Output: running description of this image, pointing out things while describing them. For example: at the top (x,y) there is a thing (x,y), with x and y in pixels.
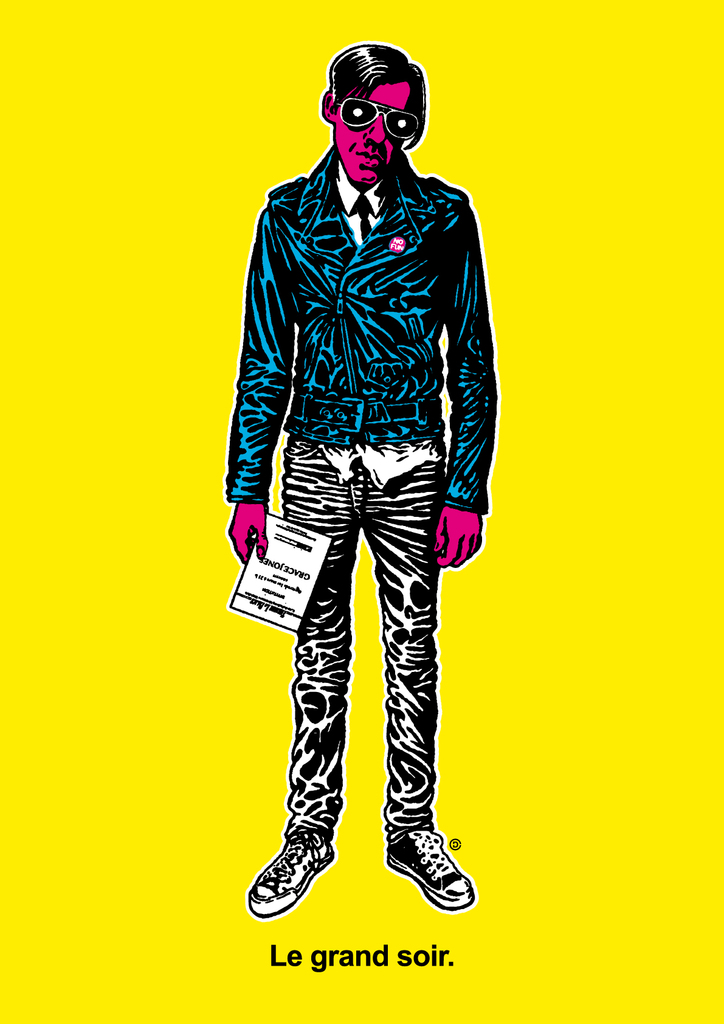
There is an animated image of a person (390,607).
